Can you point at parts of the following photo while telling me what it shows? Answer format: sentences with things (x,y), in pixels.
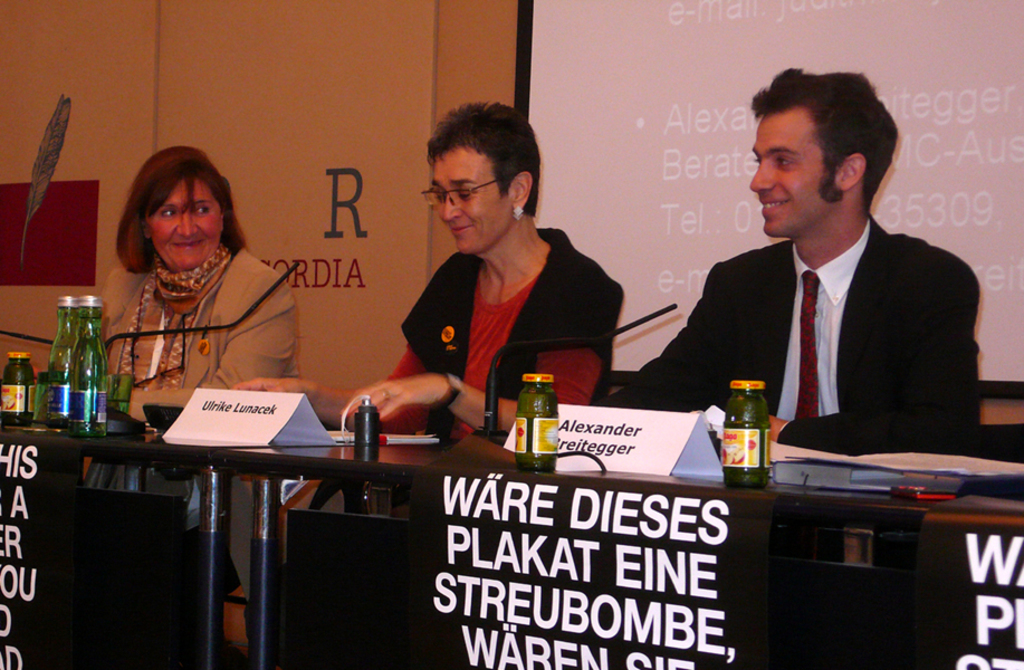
In the image there is a man (802,274) in suit (846,395) and two women (294,315) sitting in front of table (776,510) with mic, glass bottles (94,379), jars (754,418) and papers (662,458) on it and behind them there is screen (608,92) on the wall (513,25).
